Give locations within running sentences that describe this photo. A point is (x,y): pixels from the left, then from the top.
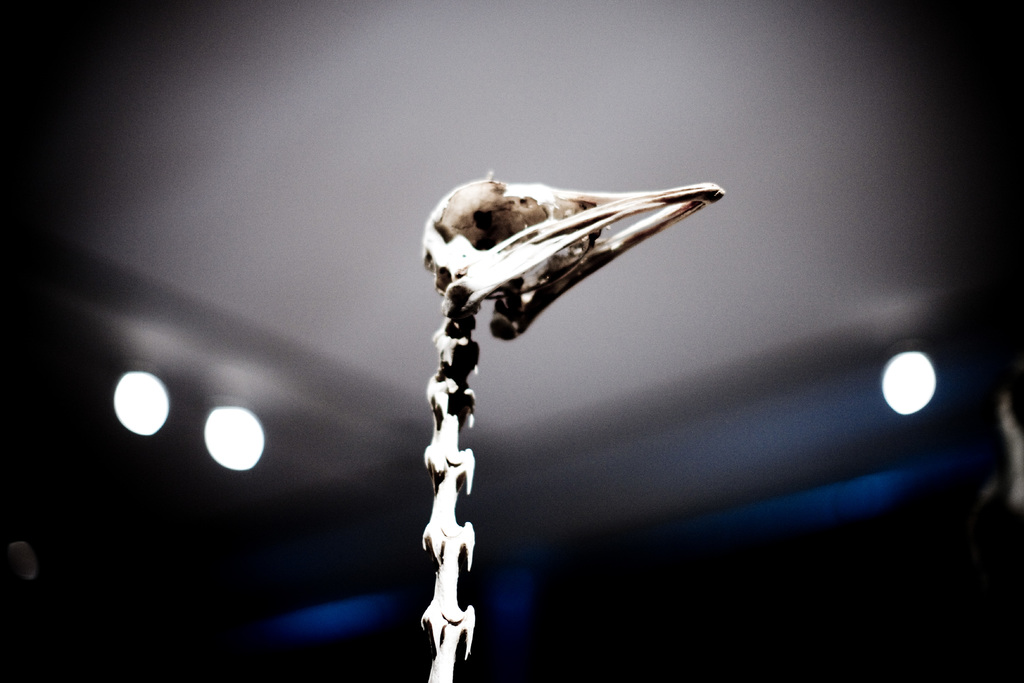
In the center of image (569,243), we can see a skull (569,287) and in the background (654,292), there are lights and there is a wall (739,177).
